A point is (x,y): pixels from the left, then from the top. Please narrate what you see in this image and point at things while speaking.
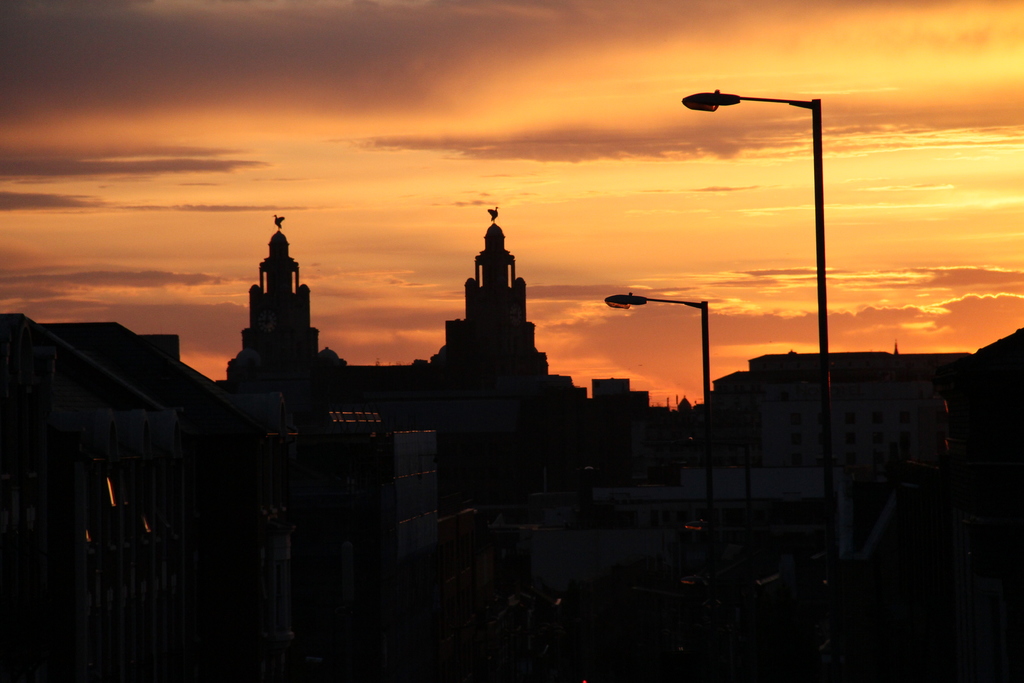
This is the picture of a city (139,645). In this image there are buildings (624,532) and poles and there are sculptures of birds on the building (488,397). At the top (601,163) there is sky (645,225) and there are clouds (410,273).
